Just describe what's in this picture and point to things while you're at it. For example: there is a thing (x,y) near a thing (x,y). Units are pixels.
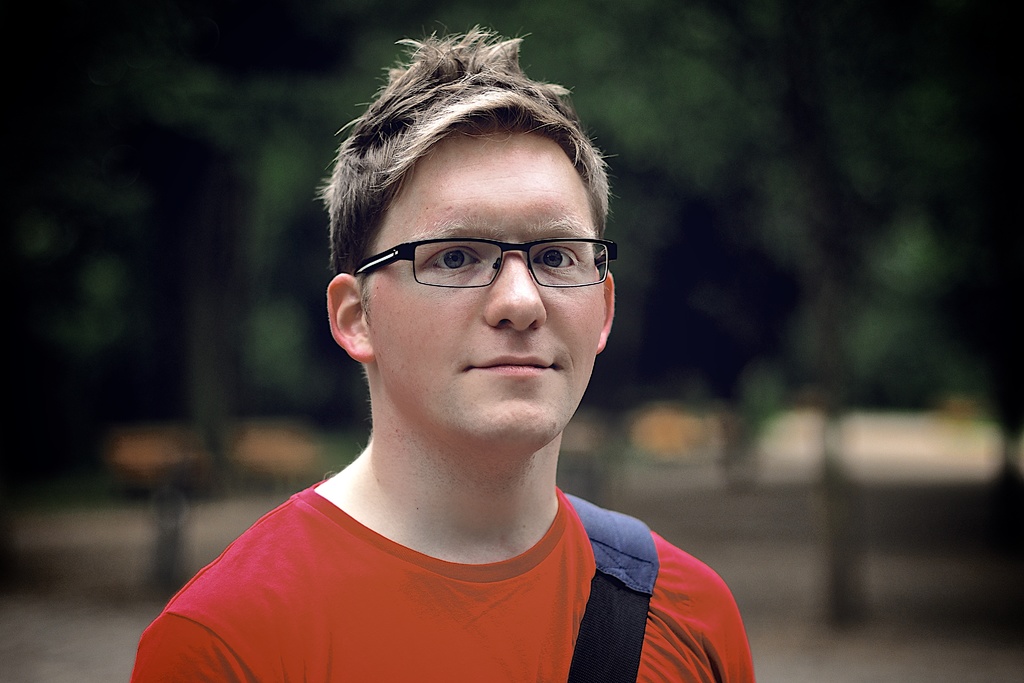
In this image I can see a person (487,433) wearing red t shirt (335,612) and black colored spectacles (426,269). I can see the blurry background (879,169) in which I can see few trees (796,198) and few other objects (154,486).
